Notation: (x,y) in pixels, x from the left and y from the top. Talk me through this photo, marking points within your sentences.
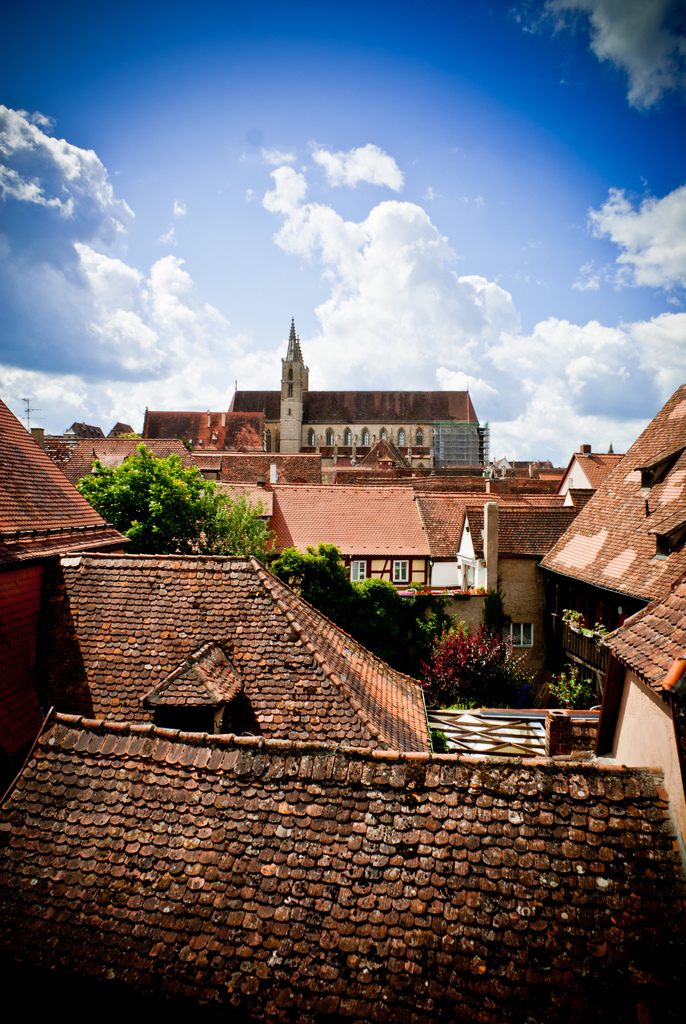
In this picture we can see there are buildings (214,583) and trees (177,524). Behind the buildings (183,764) there is a sky (406,197).
